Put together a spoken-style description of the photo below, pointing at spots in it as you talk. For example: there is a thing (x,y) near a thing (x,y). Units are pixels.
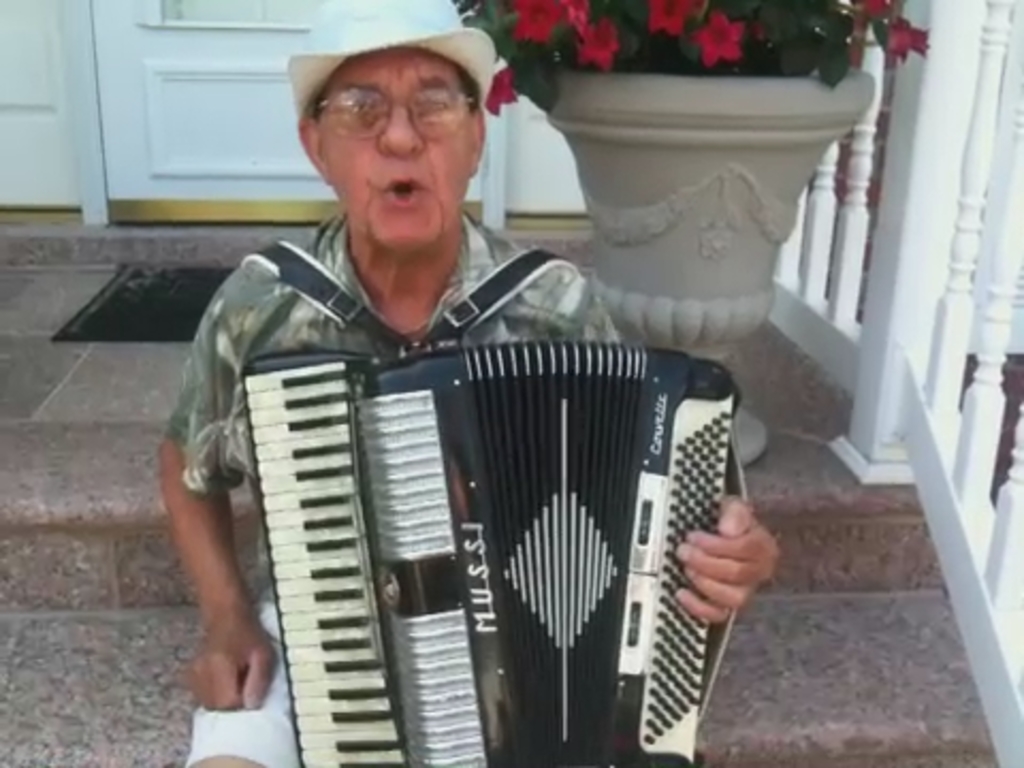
In the image we can see a man (331,341) sitting, wearing clothes (246,341), spectacles (346,89), hat (367,48) and there is a musical instrument (488,559) on his lap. Here we can see flower pot (711,77), fence (775,270), stairs (910,627) and the door (184,126).
